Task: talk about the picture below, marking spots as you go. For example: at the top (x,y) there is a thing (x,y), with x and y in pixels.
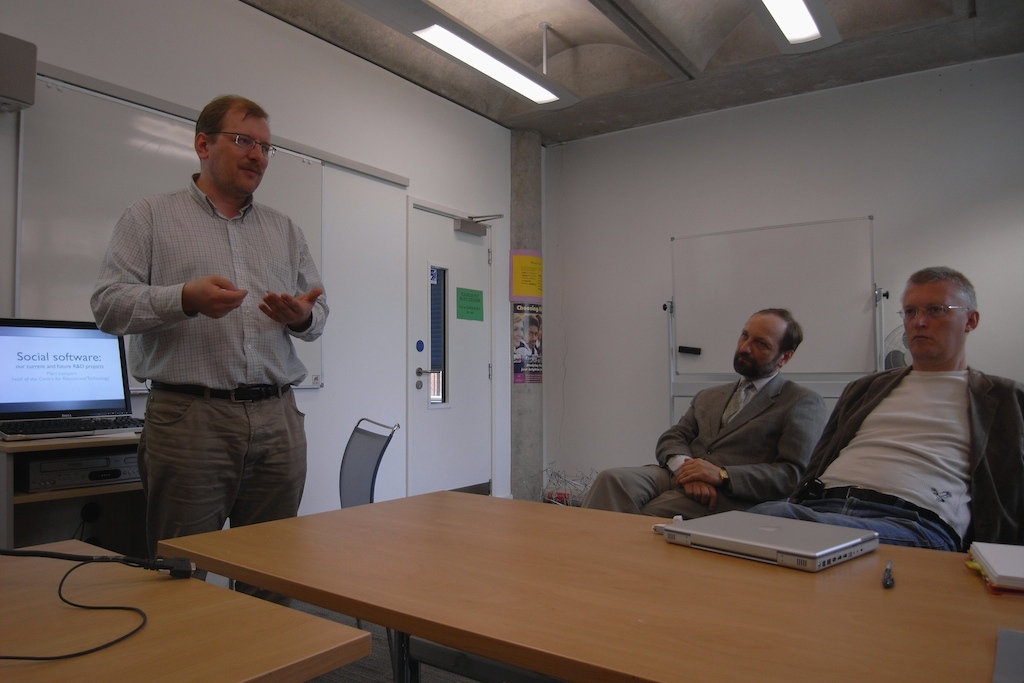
On the left side of the image (234,369) we can see a man (234,368) standing. At the bottom (236,575) there are tables (700,650) and we can see laptops (826,546) placed on the table (598,651). There are people (823,471) sitting. We can see a computer (79,432) placed on the stand (76,444). In the background (447,396) there is a door (451,382) and a board (738,292). At the top (546,69) there are lights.
